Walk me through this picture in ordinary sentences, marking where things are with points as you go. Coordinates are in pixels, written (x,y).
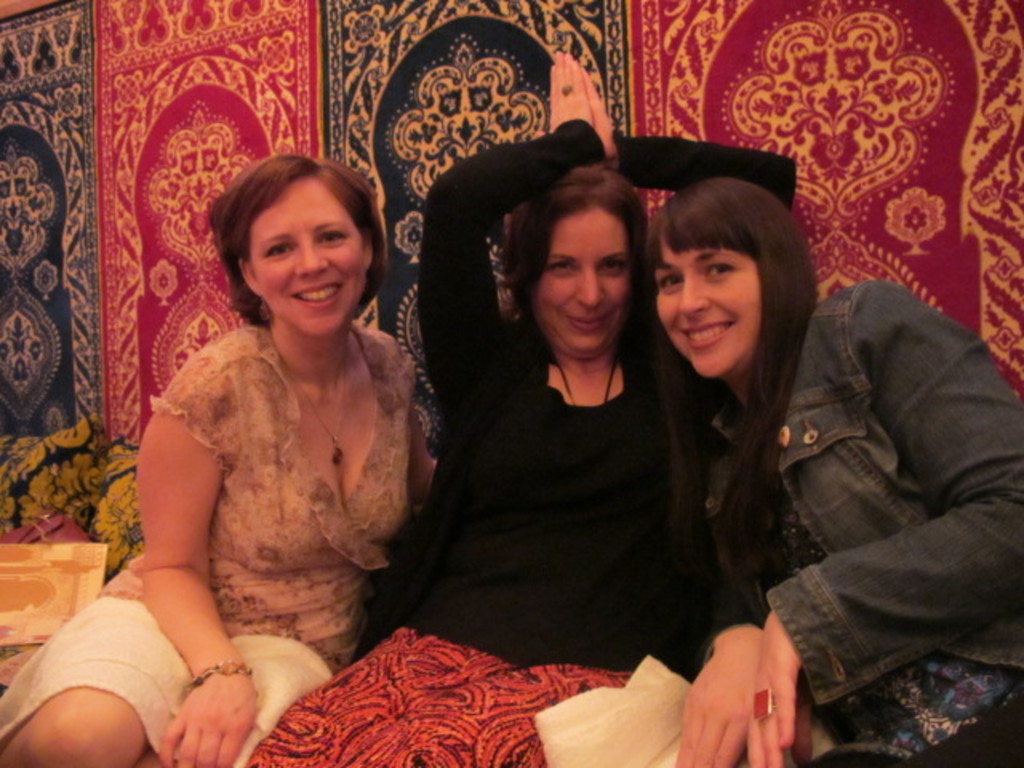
In this image I can see three women (719,646) with smile (699,338) on their faces (316,253). In the background (159,95) I can see patterned tapestries (94,73).
